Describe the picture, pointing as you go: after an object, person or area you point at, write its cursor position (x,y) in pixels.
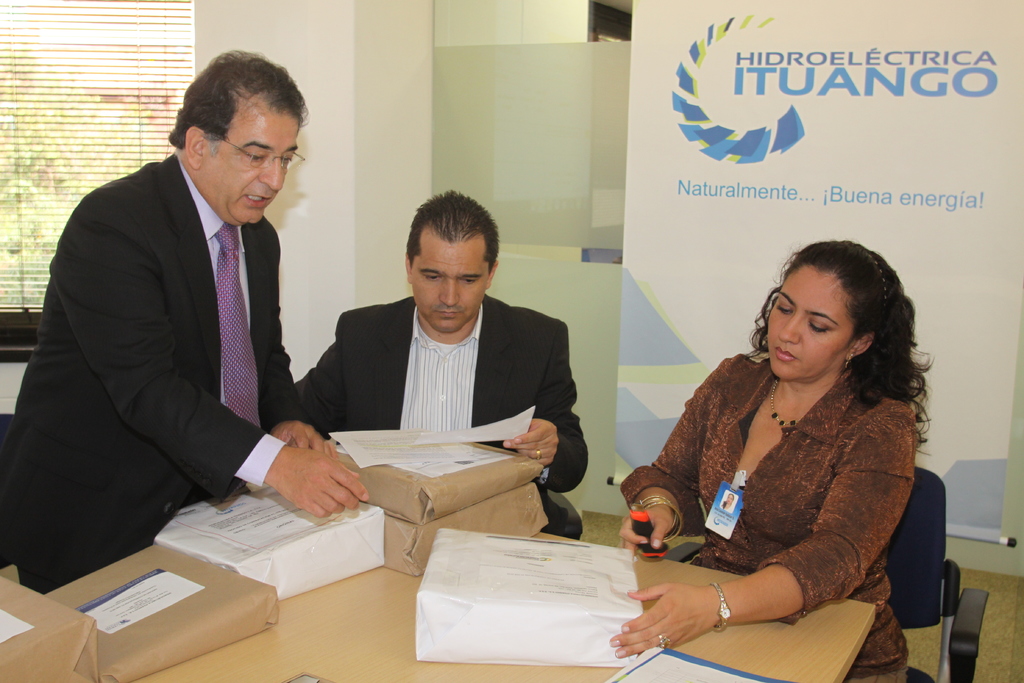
Here we can see 3 people (343,383) and two of them (424,319) in the right (894,381) are sitting on chairs (917,486) and the person (216,293) on the left (207,312) is standing and explaining something to them with packages (500,477) present on table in front of them and behind them we can see a banner (738,233) and on the left side (41,92) we can see a window (89,112) and trees (85,139) visible from that
